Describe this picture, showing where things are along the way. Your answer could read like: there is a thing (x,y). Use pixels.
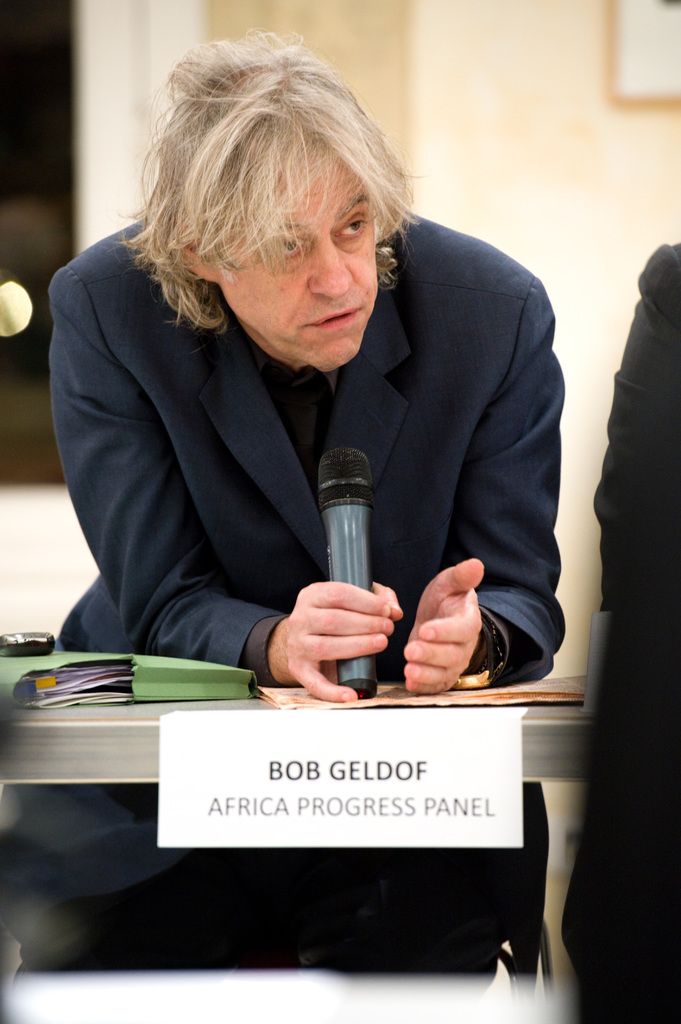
There is a man (516,899) sitting on a chair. He is wearing a suit (348,376) and he is speaking on a microphone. This is a table (129,718) where a file (171,666) is placed on it and name plate (242,718) stick to it.
